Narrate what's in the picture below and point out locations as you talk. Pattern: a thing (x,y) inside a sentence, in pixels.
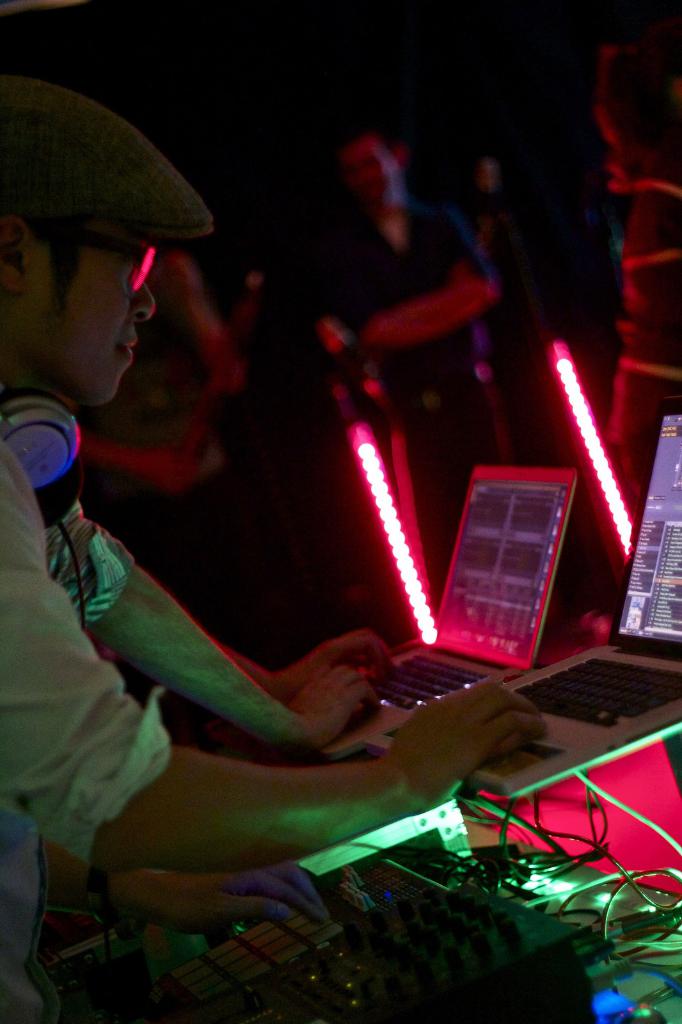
On the left side of the image (219,828) we can see some people (20,285) are standing and operating laptops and a man (163,912) is playing DJ and a man (36,243) is wearing a headset (3,391). In the background of the image (363,243) we can see the lights (621,529) and some people (647,218) are standing. At the bottom of the image (543,896) we can see the amplifier (479,929), wires (653,943) and lights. At the top (334,42), the image is dark.
